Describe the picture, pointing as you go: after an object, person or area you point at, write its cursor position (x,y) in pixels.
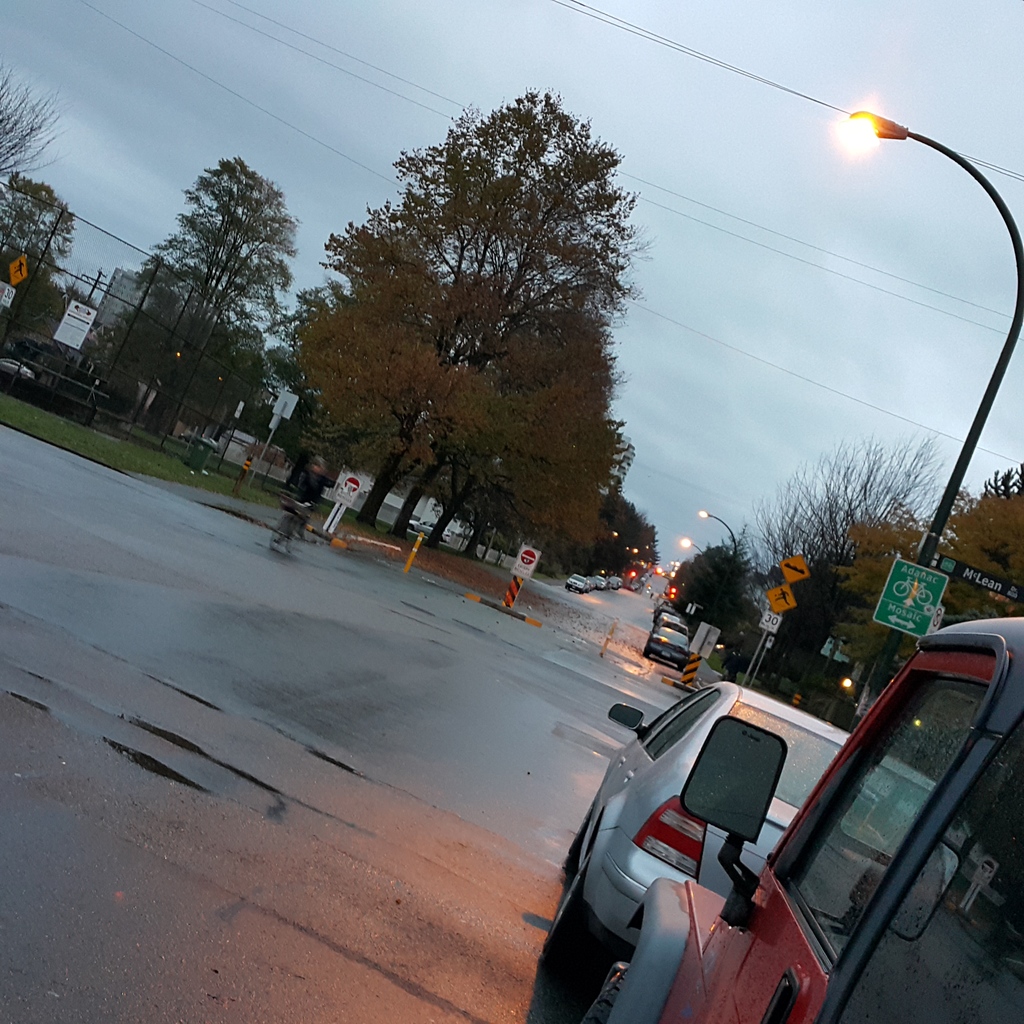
This is an outside view. At the bottom (282,872), I can see the road (338,975). On the right side (755,911) there are two vehicles (728,749). In the background (690,644), I can see many vehicles (662,620) on the road (632,631). On both sides of the road (632,599) there are light poles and trees (713,581). On the left side (68,292) there is a net fencing (73,286) and few boards (76,317). At the top of the image (214,83) I can see the sky (738,52) and also there are some wires (863,282).
